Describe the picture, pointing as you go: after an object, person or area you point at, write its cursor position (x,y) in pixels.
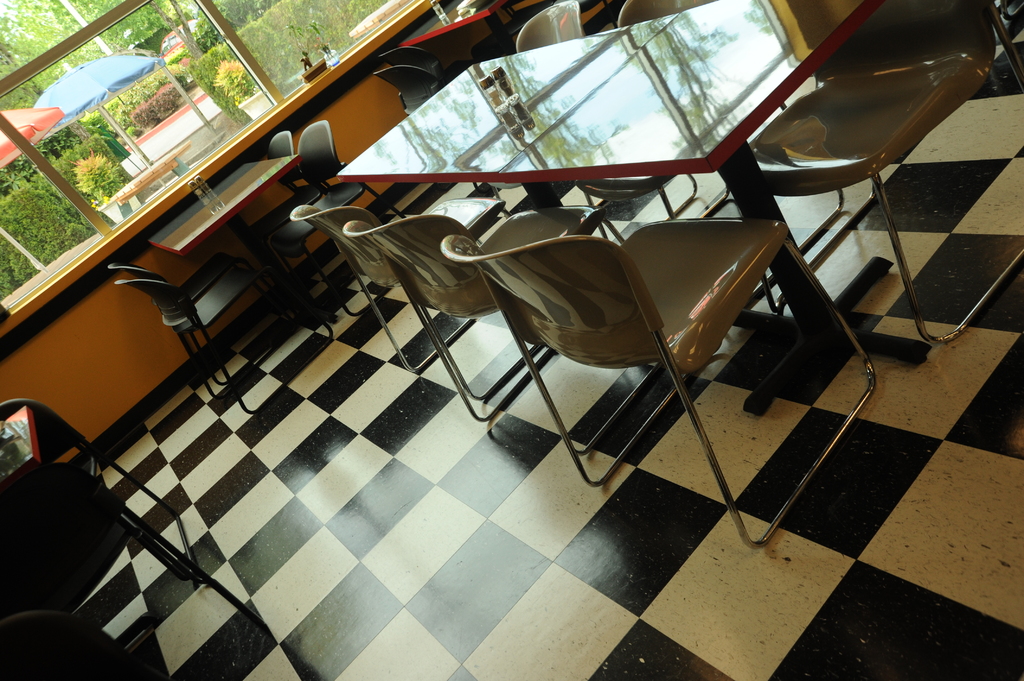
This image consists of chairs (612,277) and tables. It looks like a restaurant (445,549). At the bottom (323,566), there is a floor (375,565). In the front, there is a window (194,63) through which we can see the umbrellas (94,84) and plants (227,65).
